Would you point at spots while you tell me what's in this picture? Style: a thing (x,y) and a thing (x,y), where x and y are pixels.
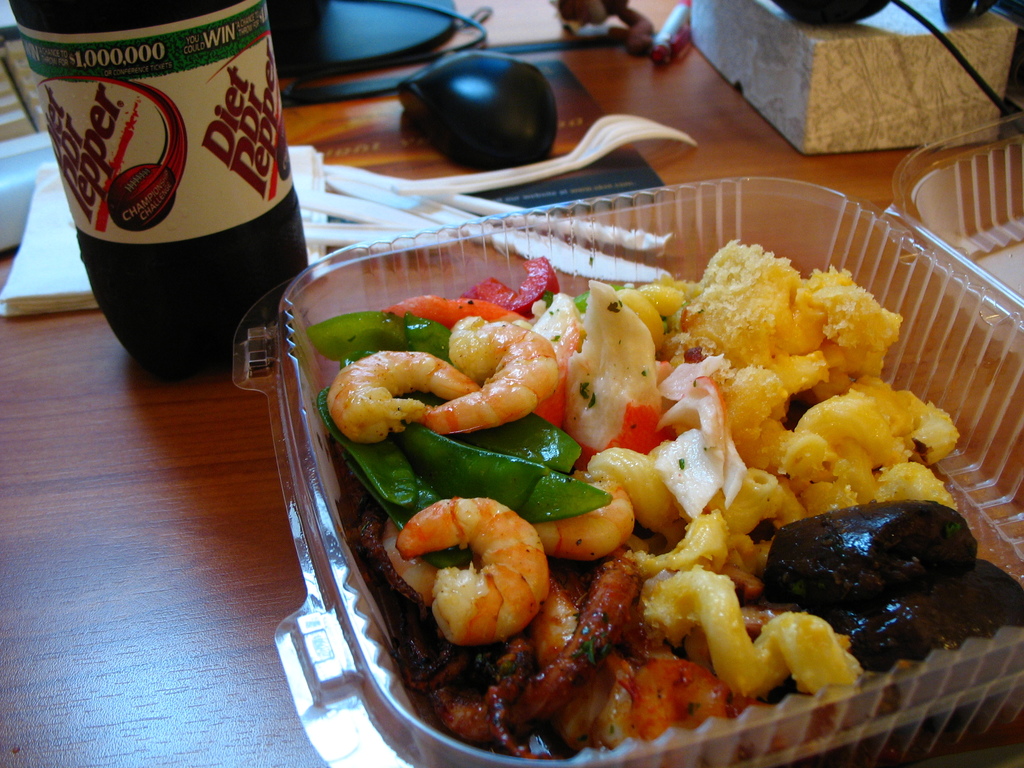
In this image I can see a table (153,442) and on it I can see a plastic box (921,375), a bottle (207,208), a fork (470,188), a knife (355,198), few tissue papers (78,281), a mouse (404,113) and few other stuffs (793,52). I can also see different types of food (923,424) in the box (911,341).
